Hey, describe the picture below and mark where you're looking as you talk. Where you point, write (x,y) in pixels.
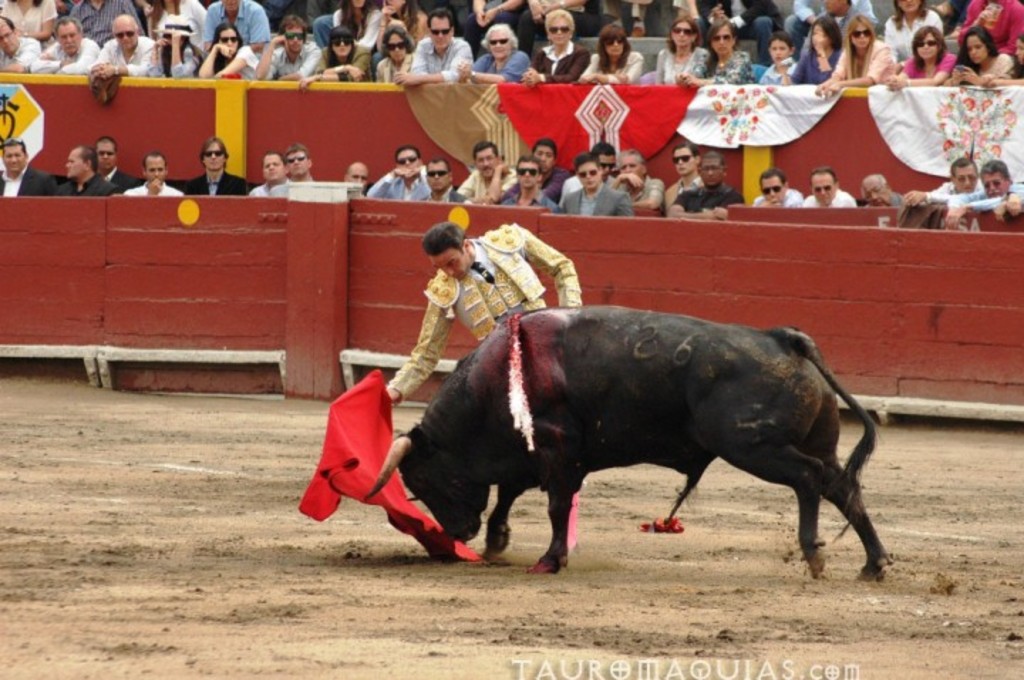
In this image I can see a black color animal (584,391). The person (478,276) is holding red color flag (371,415). Back Side I can see few people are sitting. I can see a brown color fencing (251,271) and few clothes (615,110) are on it.
